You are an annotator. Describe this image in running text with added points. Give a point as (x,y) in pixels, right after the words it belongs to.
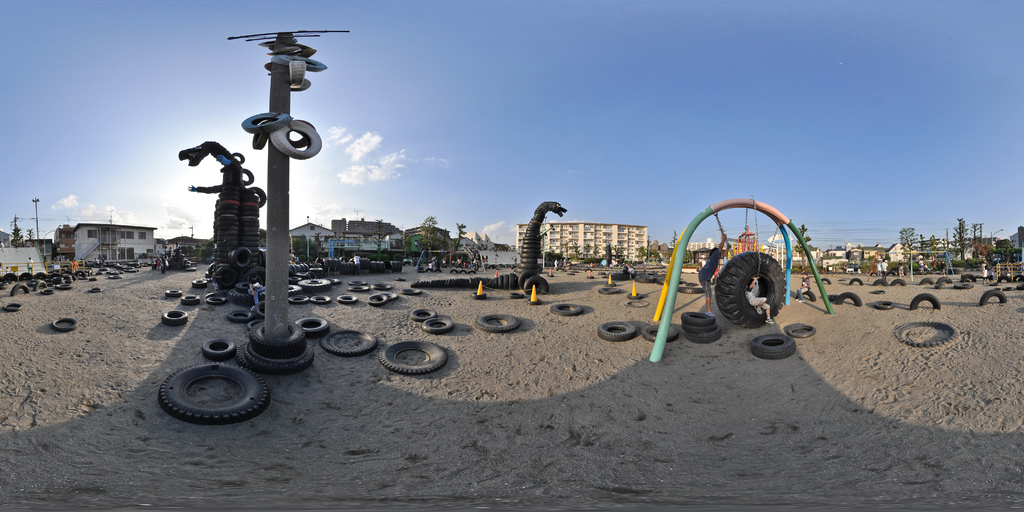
In this image in the center (412,288) there are some poles (268,299), swing (722,295), playing things (771,268), tires (235,182), barricades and some other objects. And in the background (484,262) there are some vehicles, and some people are walking and there are houses (118,252), poles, wires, trees (428,247). And at the top (150,96) there is sky (380,197) and at the bottom (615,410) there is sand (757,432).
